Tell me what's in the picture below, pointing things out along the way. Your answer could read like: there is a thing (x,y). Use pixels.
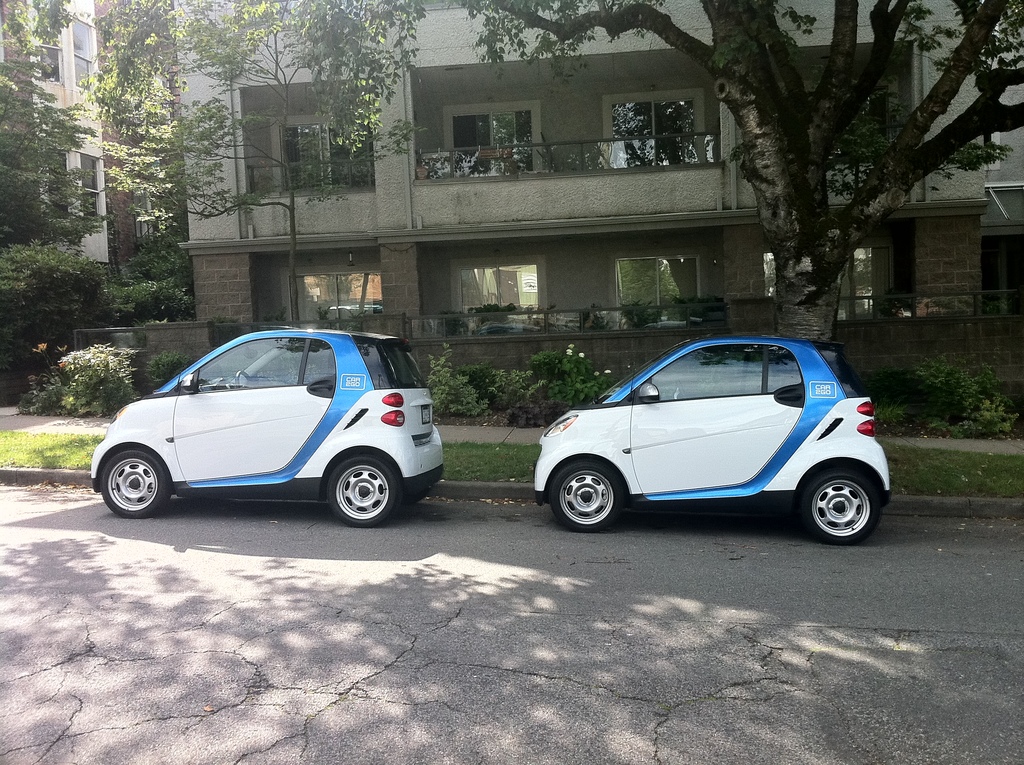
In the center of the image (382,378) we can see cars (267,379), grass (489,472), plants (533,396). In the background of the image (412,265) we can see buildings (529,241), trees (300,13), windows (484,139), balcony (584,161). At the bottom of the image (490,655) there is a road (554,555).
